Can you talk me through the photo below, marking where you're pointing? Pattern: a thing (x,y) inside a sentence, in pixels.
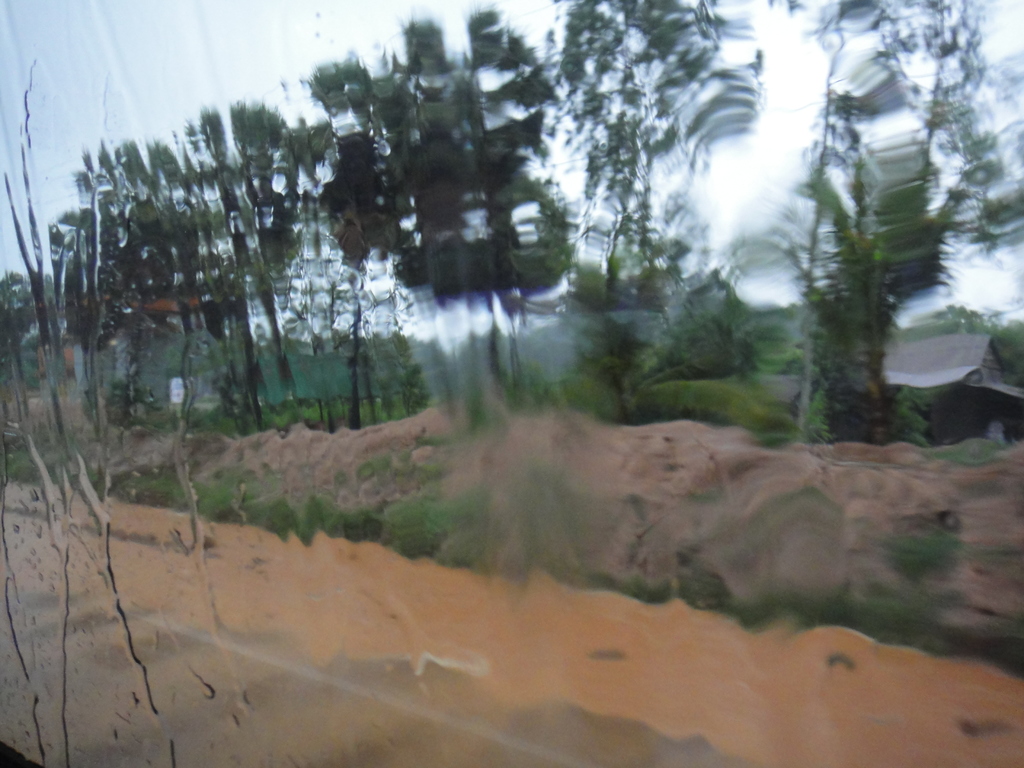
In this picture I can see water (299,202) on the transparent glass material (434,333), there are plants (542,359), trees (299,216), and in the background (130,96) there is sky (186,63).
